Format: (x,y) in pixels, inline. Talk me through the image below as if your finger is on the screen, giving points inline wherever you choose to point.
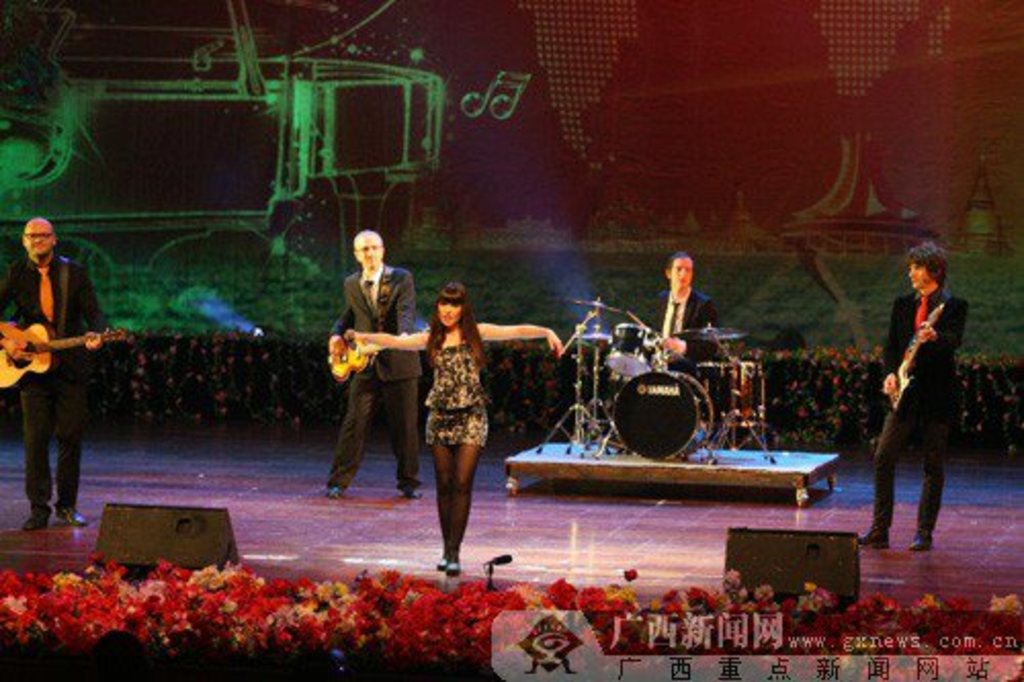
In this picture there is a woman (449,570) standing on the dais (422,564), there are four men (891,433) in the back (49,236) and one of them is sitting and playing the drum set (711,427) and other are playing the guitar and in the backdrop (277,99) there is a screen (664,75).
